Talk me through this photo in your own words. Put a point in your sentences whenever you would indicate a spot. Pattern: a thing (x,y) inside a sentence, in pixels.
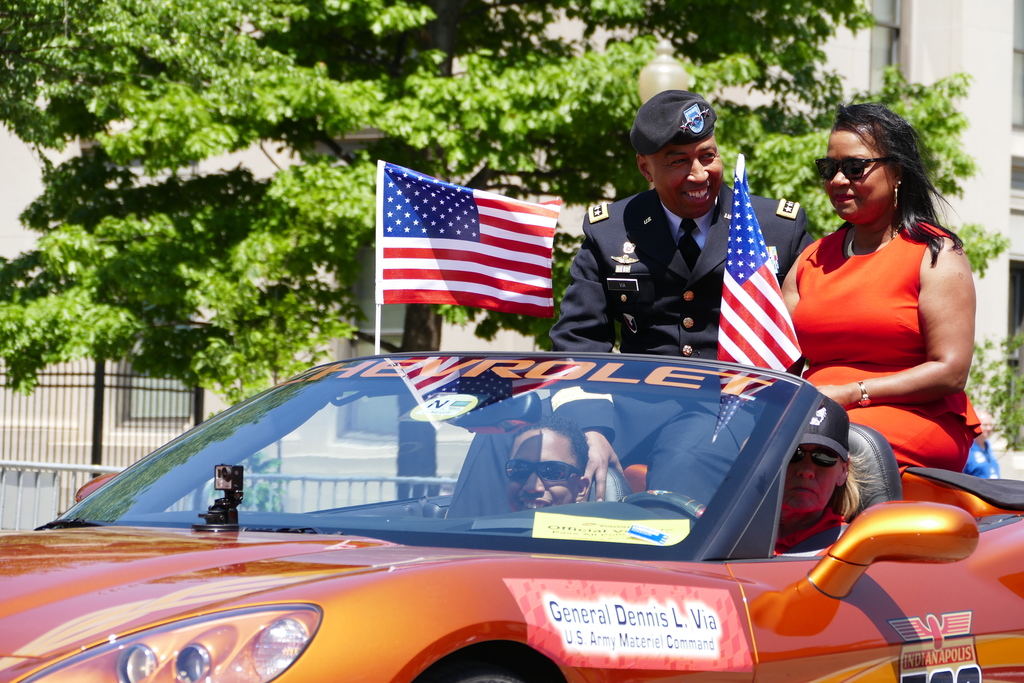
In a picture there is a orange color car (535,586). Inside the car (538,571) there are two persons (588,478) sitting in front. And at the back (857,316) there are two persons (782,266) sitting. And to the right side (853,298) there is a lady (888,295) with orange dress (857,329) and beside her there is a man (642,290) with uniform (700,280). He is smiling. On the car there is a flag (419,242). In the background (544,80) there is a tree (263,201). In the left corner (93,409) there is a fencing (50,403). And we can see a building (914,55).
